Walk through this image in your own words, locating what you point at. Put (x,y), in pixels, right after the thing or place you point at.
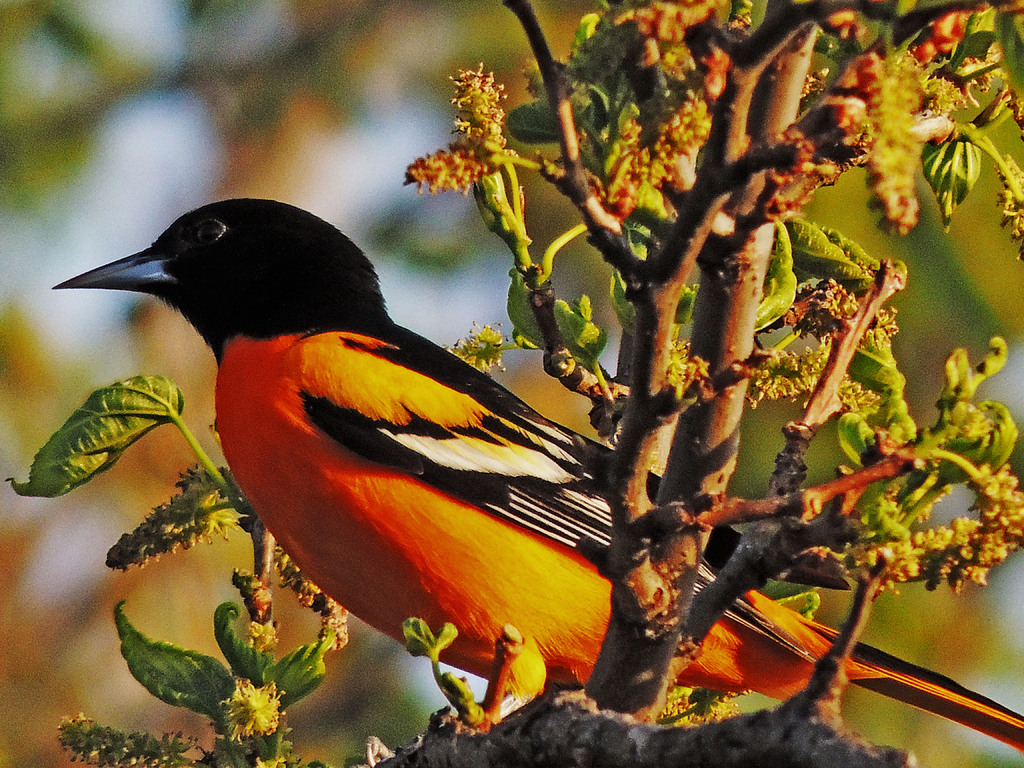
In this picture there is a bird (417,549) standing on the branch (626,740) of the tree (570,740) and the bird (250,400) is in orange, black and in white color and there are flowers (200,522) on the tree (512,725). At the back (106,520) the image is blurry.
